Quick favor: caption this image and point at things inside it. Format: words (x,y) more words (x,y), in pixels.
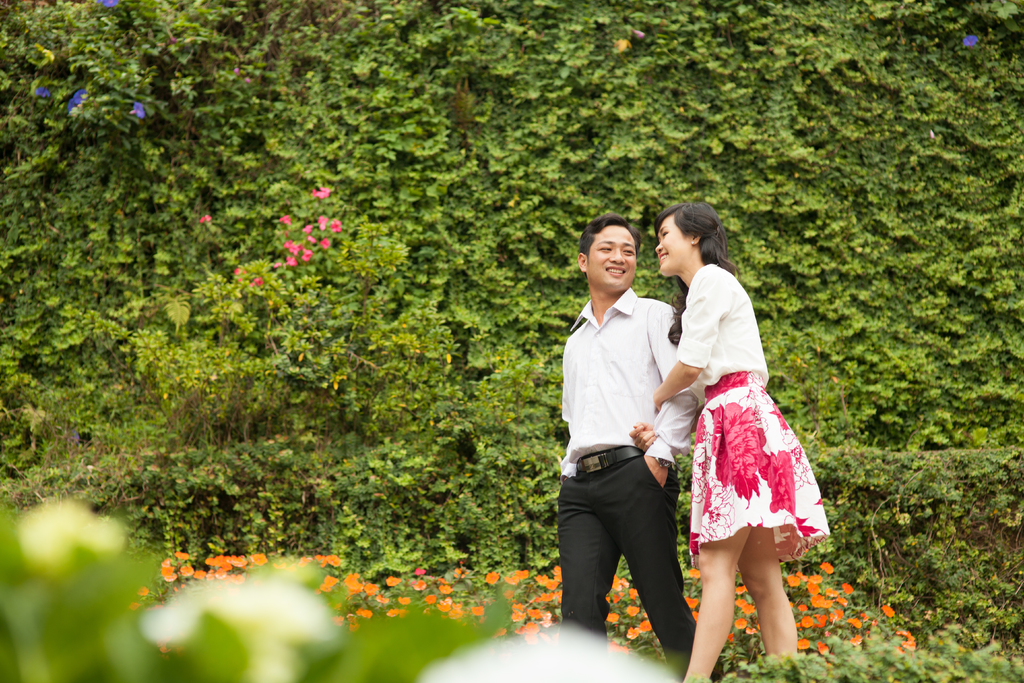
This image consists of a man (612,414) and a woman (695,304) walking. At the bottom (828,631), there are small plants (438,641) along with orange flowers (329,563). In the background (400,148), there are many plants (366,173) in green color.
